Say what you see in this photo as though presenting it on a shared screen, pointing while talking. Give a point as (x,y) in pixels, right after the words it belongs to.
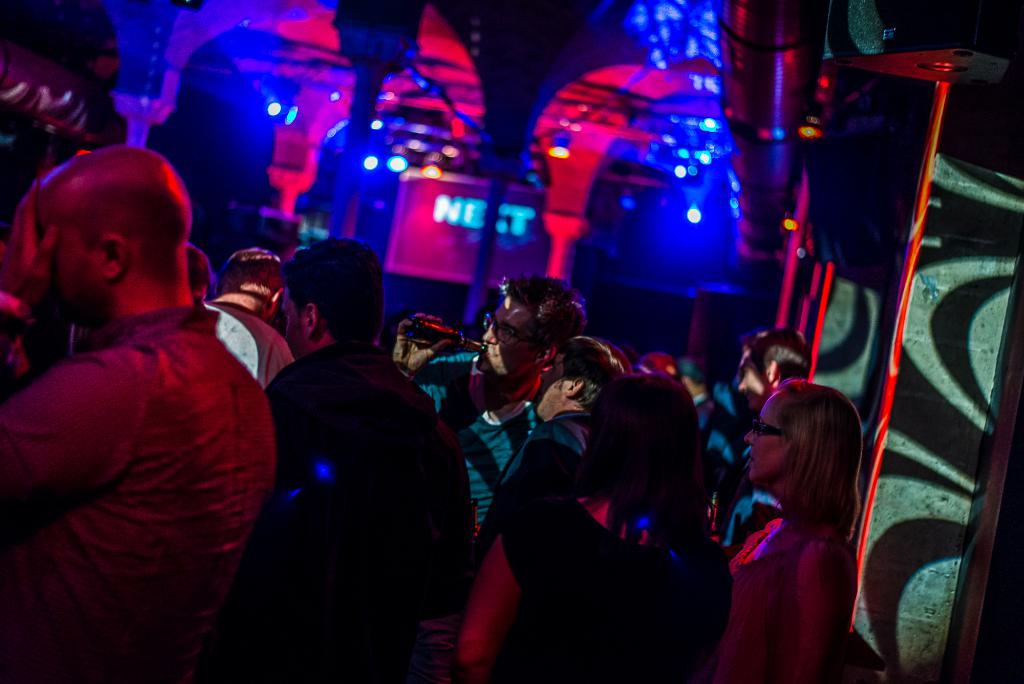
In the center of the image (558,376) there are many people (514,478) standing. In the background of the image (483,264) there are pillars (556,262). There are lights (436,170). There is a screen (481,189).
